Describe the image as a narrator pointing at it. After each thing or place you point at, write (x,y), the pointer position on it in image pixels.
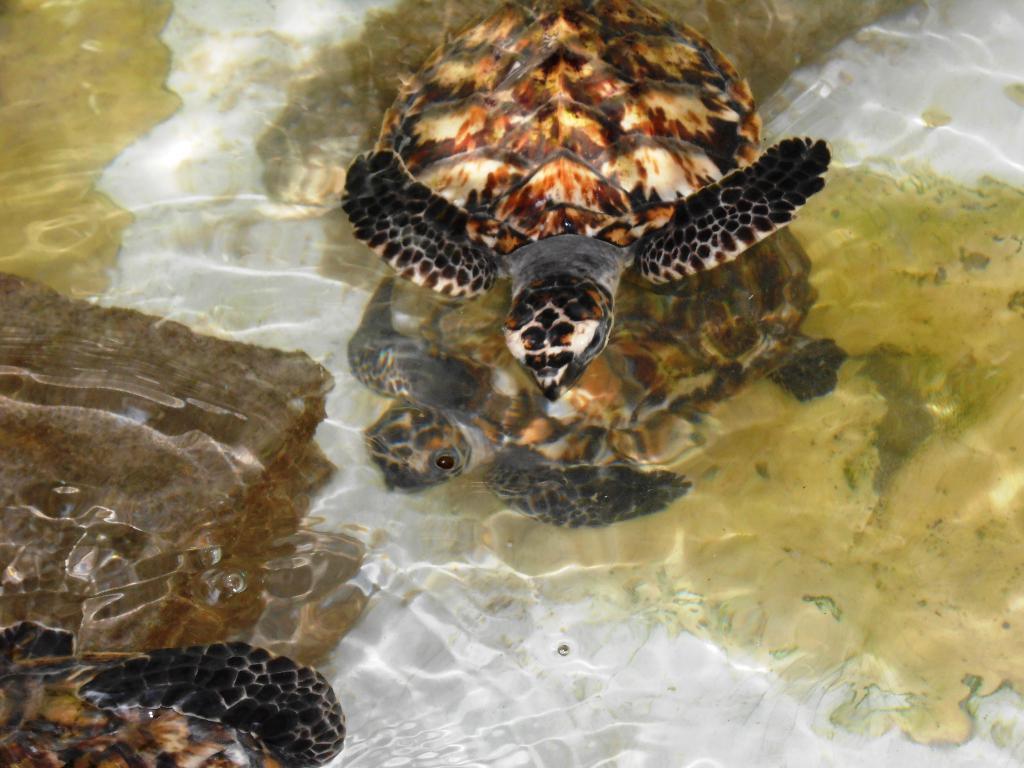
In this image, we can see some turtles (411,490). We can also see some water (573,547) and the ground (770,542).
